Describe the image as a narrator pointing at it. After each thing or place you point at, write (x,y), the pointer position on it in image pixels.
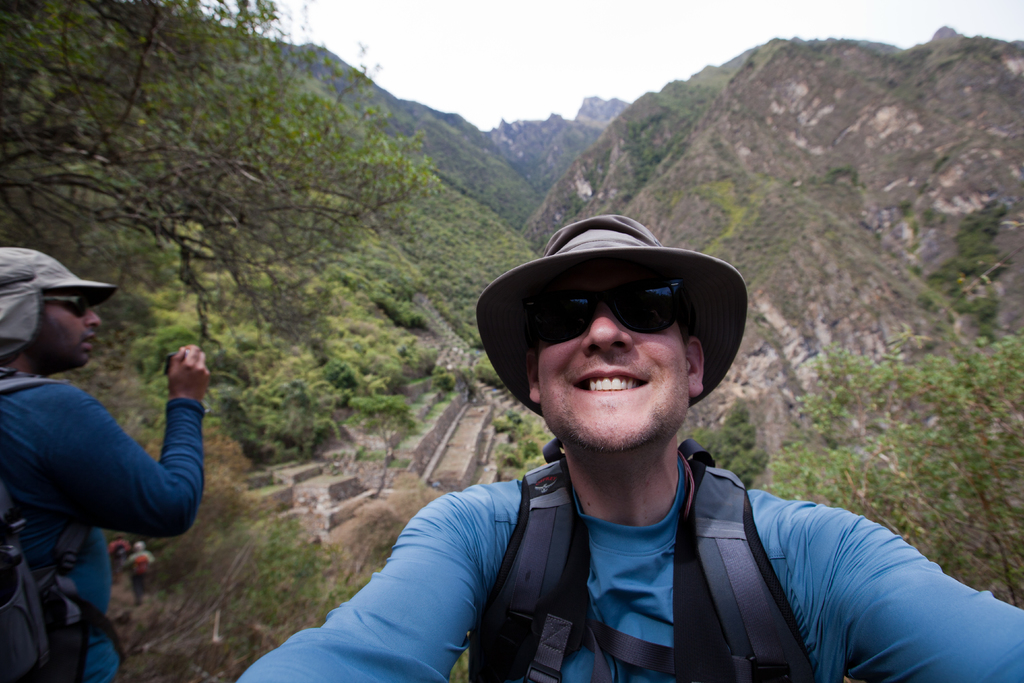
In this image we can see these two person (475,527) wearing blue T-shirts (475,527), backpacks (538,595), glasses (565,332) and hat (512,332) are standing here and this person (37,336) is holding a camera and this person (571,413) is smiling. In the background (496,463), we can see hills (900,180), trees (287,166), steps (441,436) and the sky (505,114).
